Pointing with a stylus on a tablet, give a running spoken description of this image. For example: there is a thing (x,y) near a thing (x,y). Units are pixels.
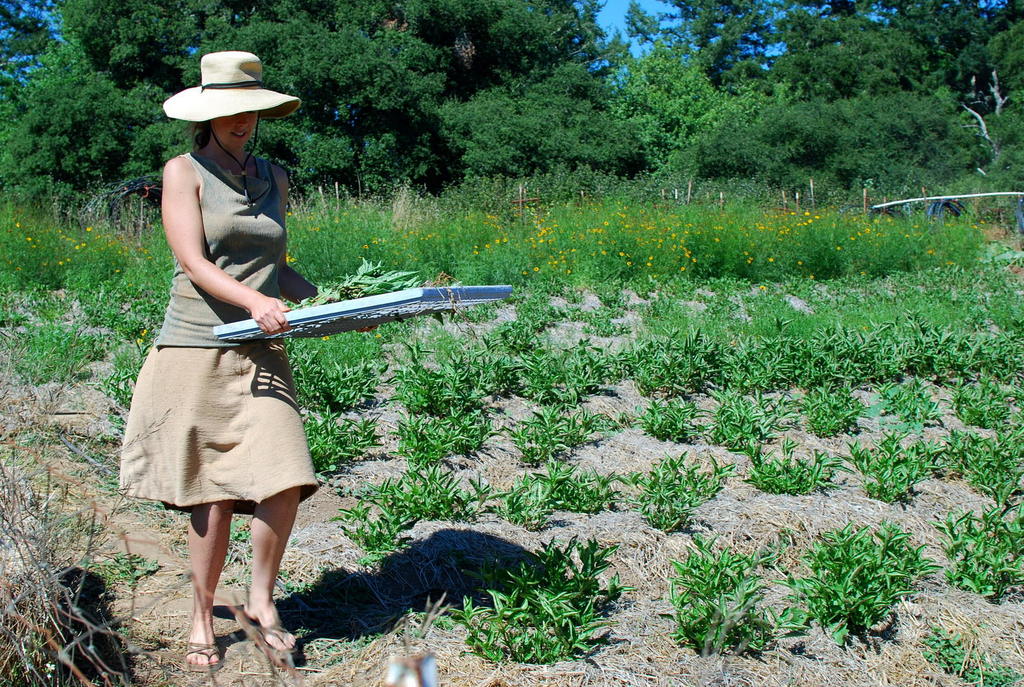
In the foreground of this picture (267,359), there is a woman (246,357) holding a plank like structure (320,309) in her hand (264,325) and walking on the ground (312,640). In the background (760,250), there are plants (547,235), trees (537,175) and the fencing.
